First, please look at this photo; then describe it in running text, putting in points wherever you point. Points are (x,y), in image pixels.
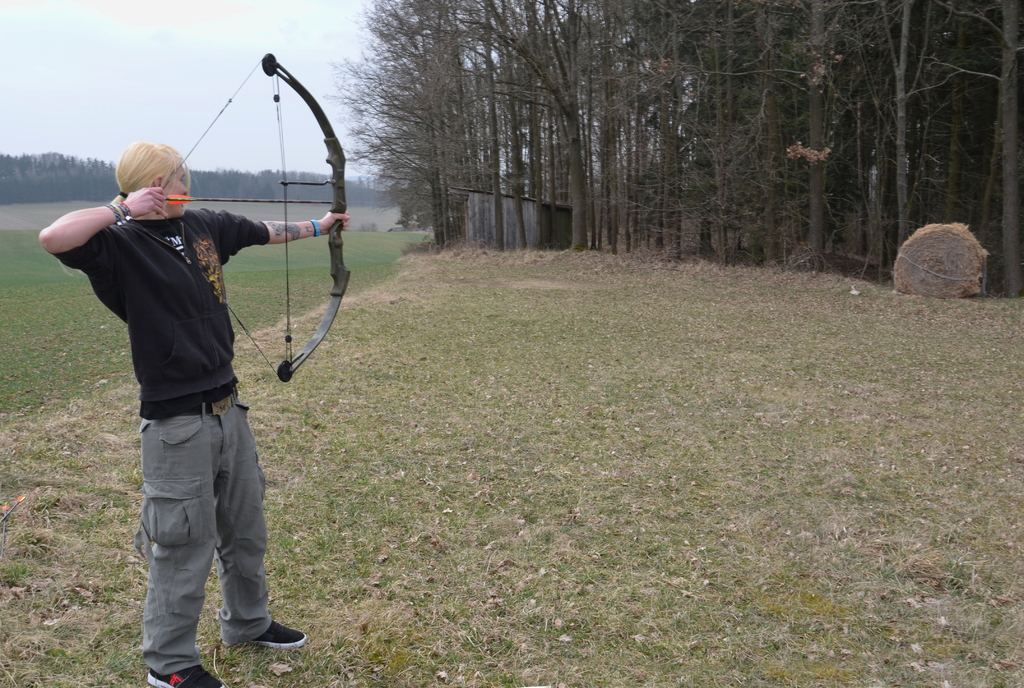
On the left side (204,273), there is a person (174,247) in black color T-shirt (164,227), holding a thread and an arrow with a hand (152,194), holding a bow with the other hand (324,214), looking an object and standing on the ground (299,653), on which there is grass (315,626). In the background (837,153), there are trees (534,185), a shelter (513,215), an object (963,244) and grass (487,249) on the ground (27,205) and there are clouds (237,32) in the sky (209,44).
